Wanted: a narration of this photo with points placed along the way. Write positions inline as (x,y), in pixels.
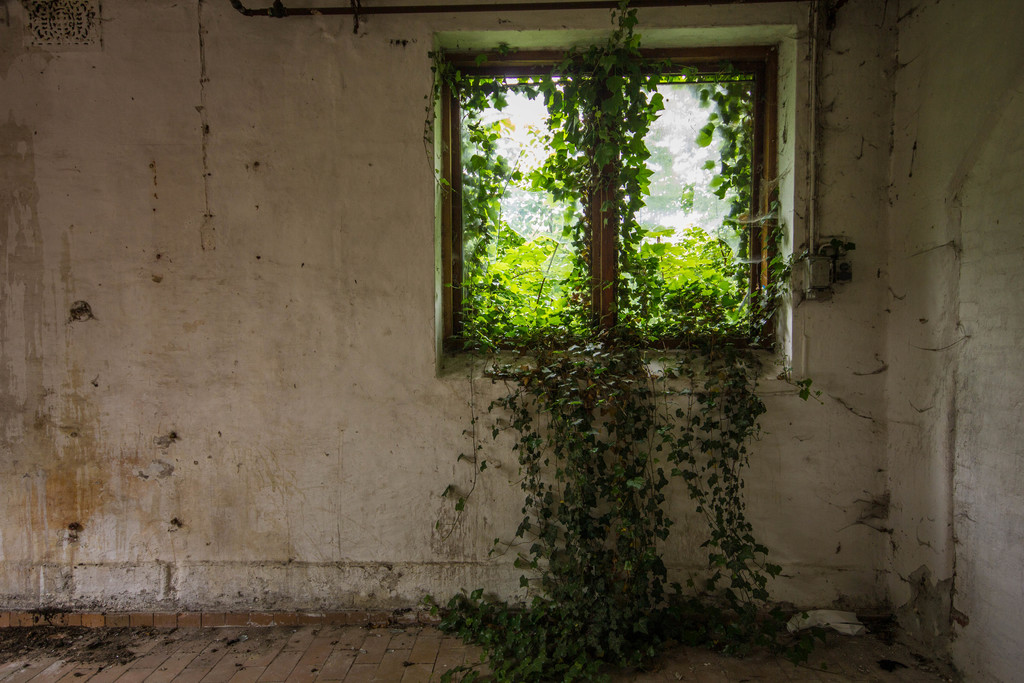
In this image we can see an inside view of a room (903,283). In the background (550,567), we can see a window (454,274) and group of plants (504,285).
